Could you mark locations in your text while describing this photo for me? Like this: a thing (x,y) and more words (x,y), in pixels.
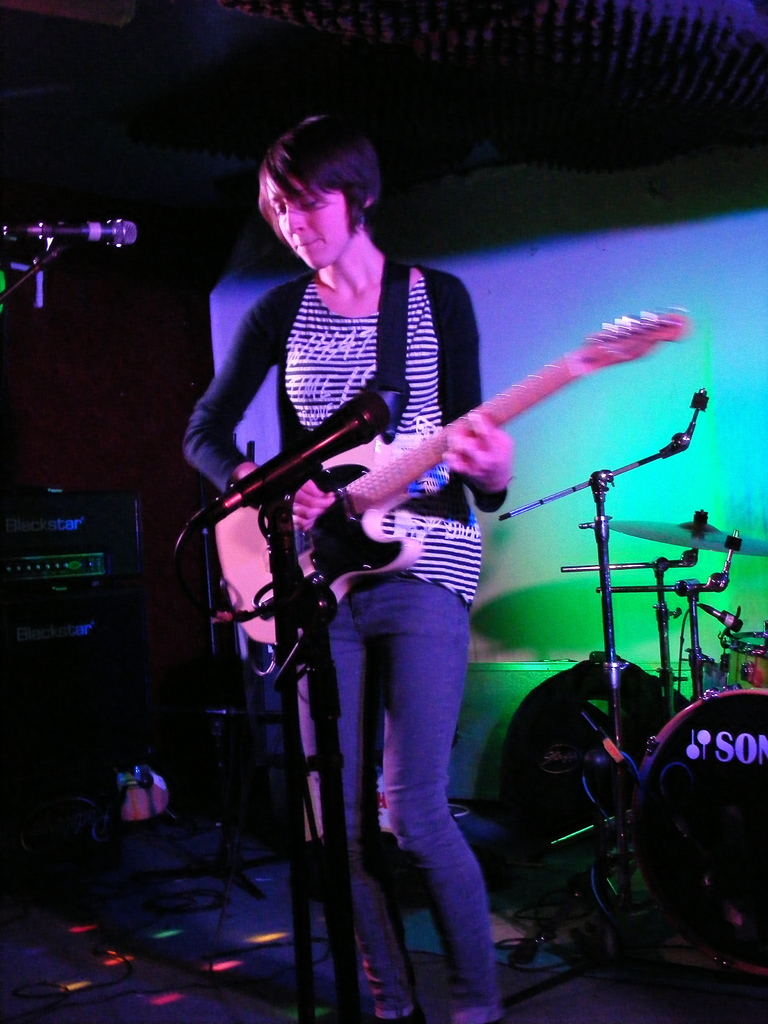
In this image I can see a woman (310,524) playing guitar (411,454) and she is in front of the mic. At the back (602,528) there is a drum set (661,643) and the sound system (64,608).
